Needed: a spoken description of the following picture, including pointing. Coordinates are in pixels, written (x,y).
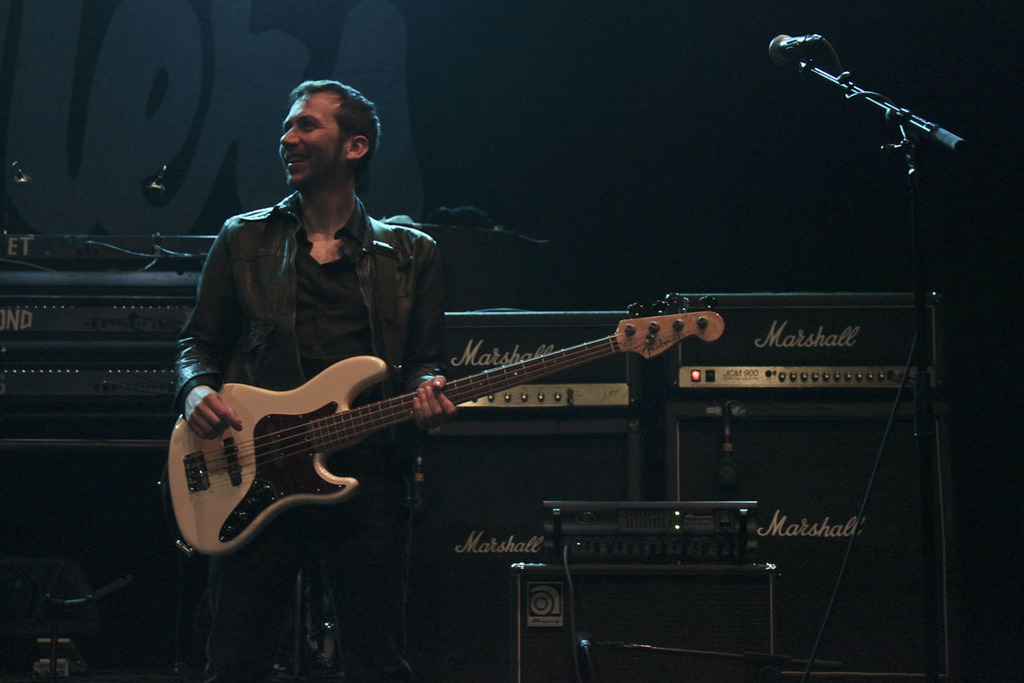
This picture shows a man (311,144) standing and playing a guitar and we see a smile on his face (301,177) and a microphone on the side.
